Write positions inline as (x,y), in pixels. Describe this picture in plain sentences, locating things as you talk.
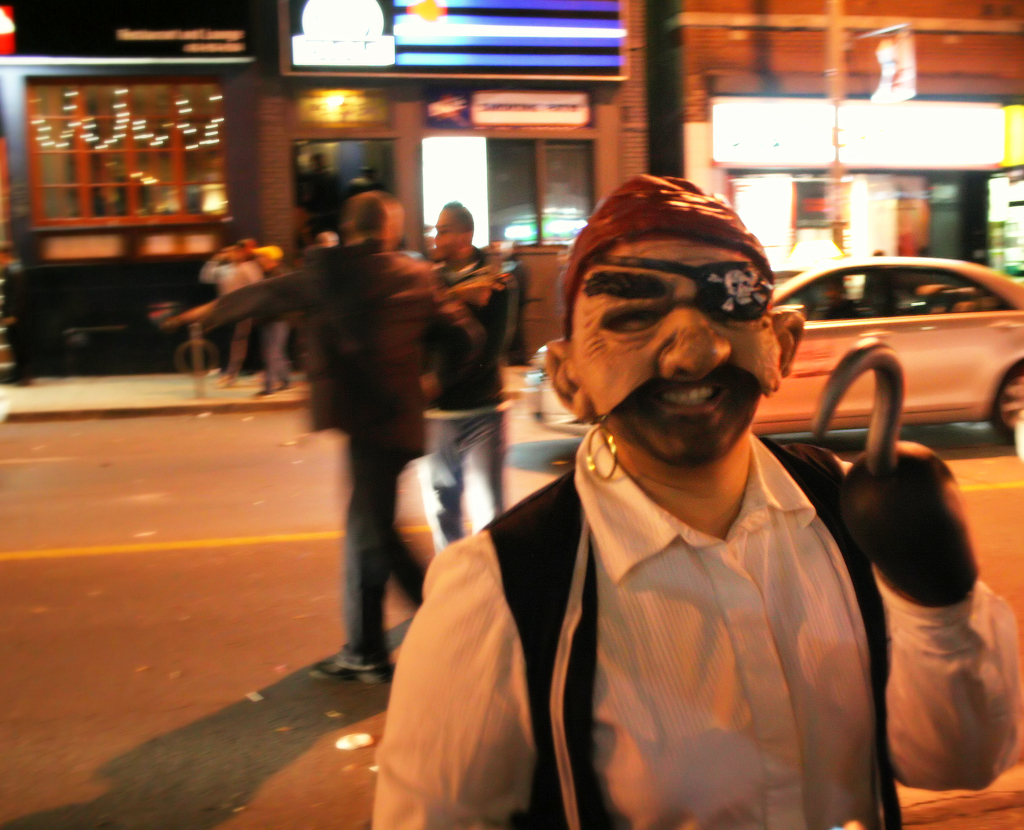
In this image we can see a person (608,301) wearing mask (714,324) and holding hook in his hand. In the background (432,193) we can see store (600,154), persons (353,412) standing on the road (316,591) and motor vehicle (934,311).
